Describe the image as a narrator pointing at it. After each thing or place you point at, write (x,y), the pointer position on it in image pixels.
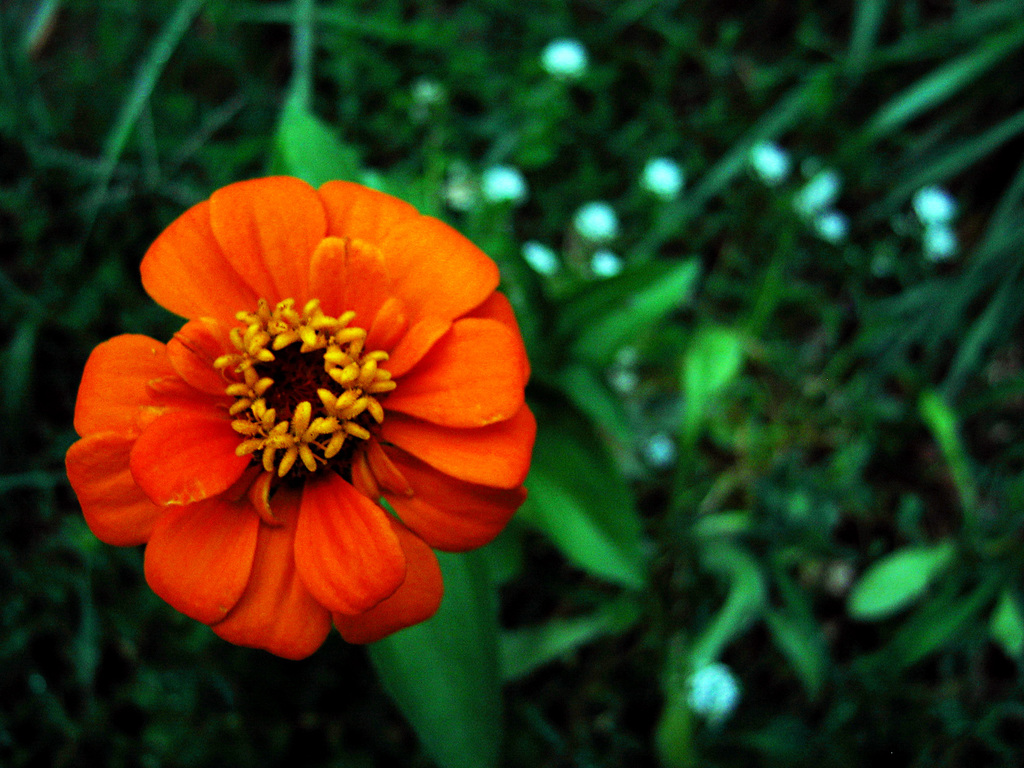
There is a orange color flower (259,304) present on the left side of this image (267,314) and there are some leaves (522,149) in the background (491,144).
